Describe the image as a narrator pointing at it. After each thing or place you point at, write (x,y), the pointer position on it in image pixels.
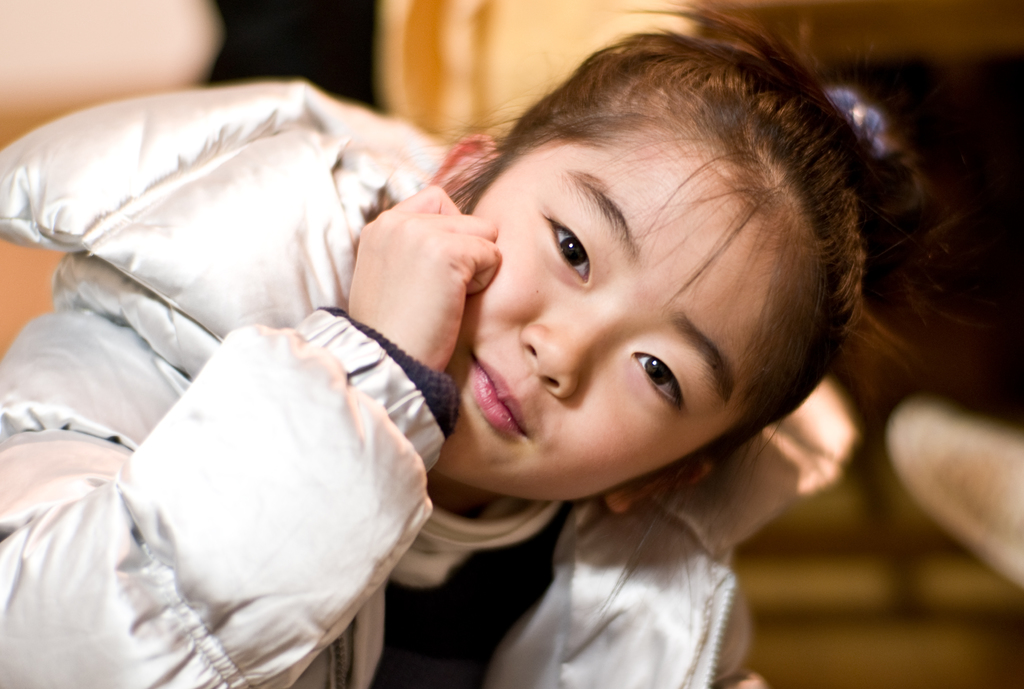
In this image, we can see a girl (501,506) wearing a white color jacket (196,397). In the background (326,37), we can see black color and cream color.
